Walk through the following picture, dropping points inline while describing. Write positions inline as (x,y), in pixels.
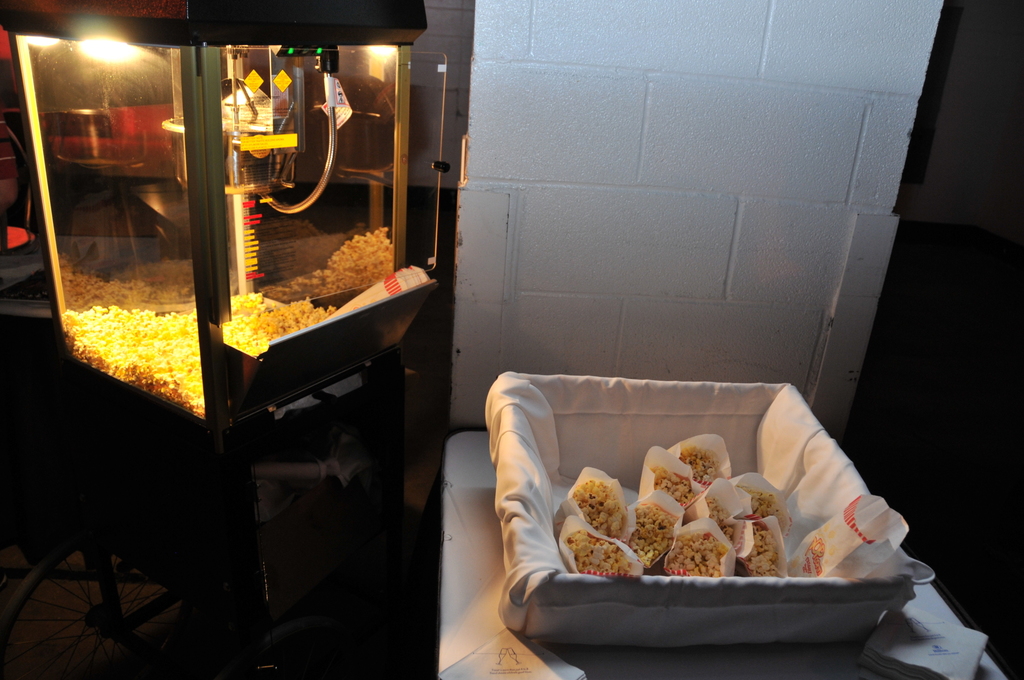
In this image we can see a popcorn maker (318,181), walls (518,183), a basket (800,513) containing popcorn packets (717,502), paper napkins (913,633), wheel (93,582) and floor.
